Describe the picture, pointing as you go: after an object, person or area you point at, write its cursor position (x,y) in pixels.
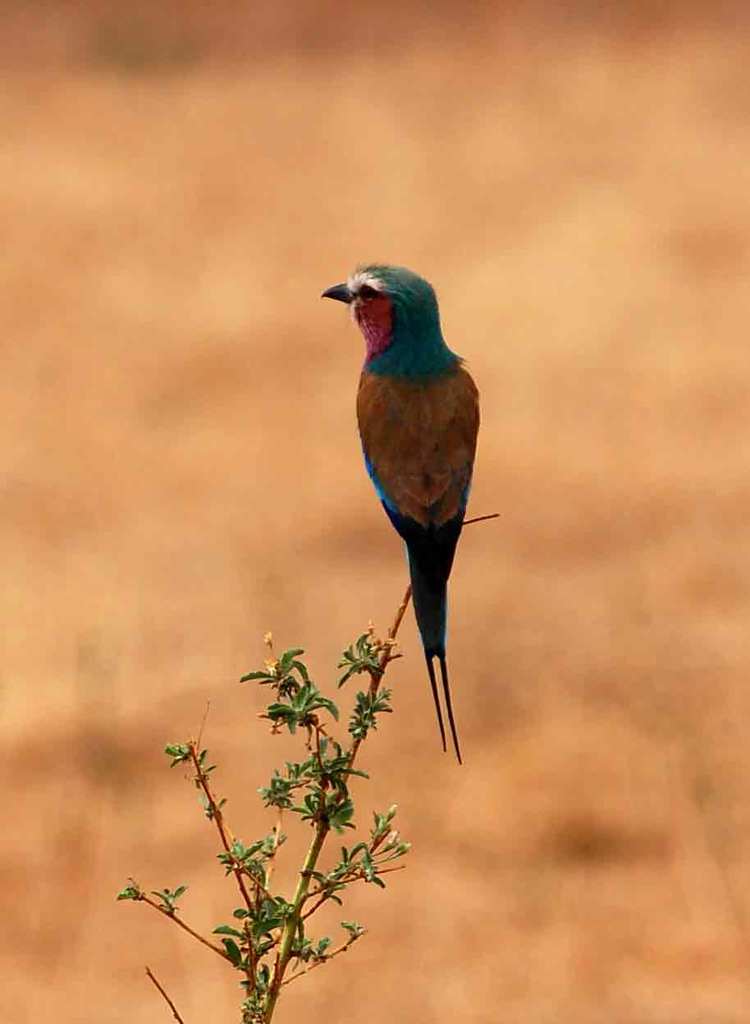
In this picture we can see a bird (414,558) standing on a plant (264,854). The background (546,100) is blurry because bird (417,423) is focused.
